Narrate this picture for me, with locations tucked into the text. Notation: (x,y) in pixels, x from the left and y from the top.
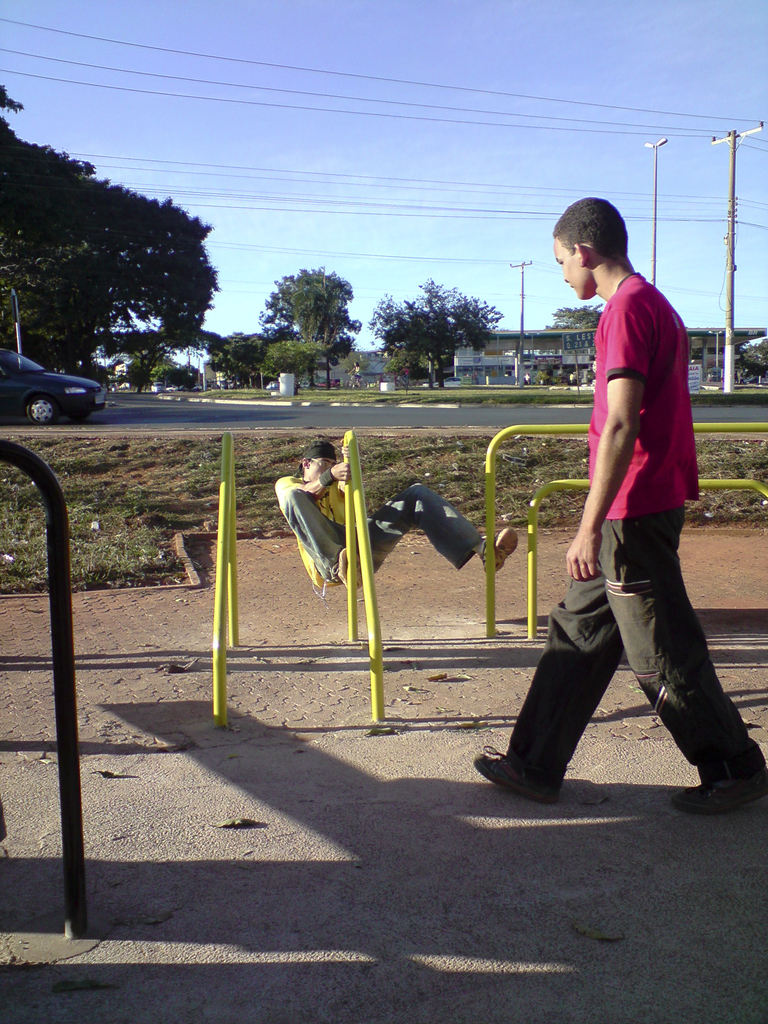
In the middle of the image (440,513) a person (612,537) is walking and a person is holding a fencing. Behind them there is grass (311,396) and there is a vehicle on the road (732,421). At the top of the image (29,336) there are some trees (12,153) and poles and buildings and sky (165,190).
